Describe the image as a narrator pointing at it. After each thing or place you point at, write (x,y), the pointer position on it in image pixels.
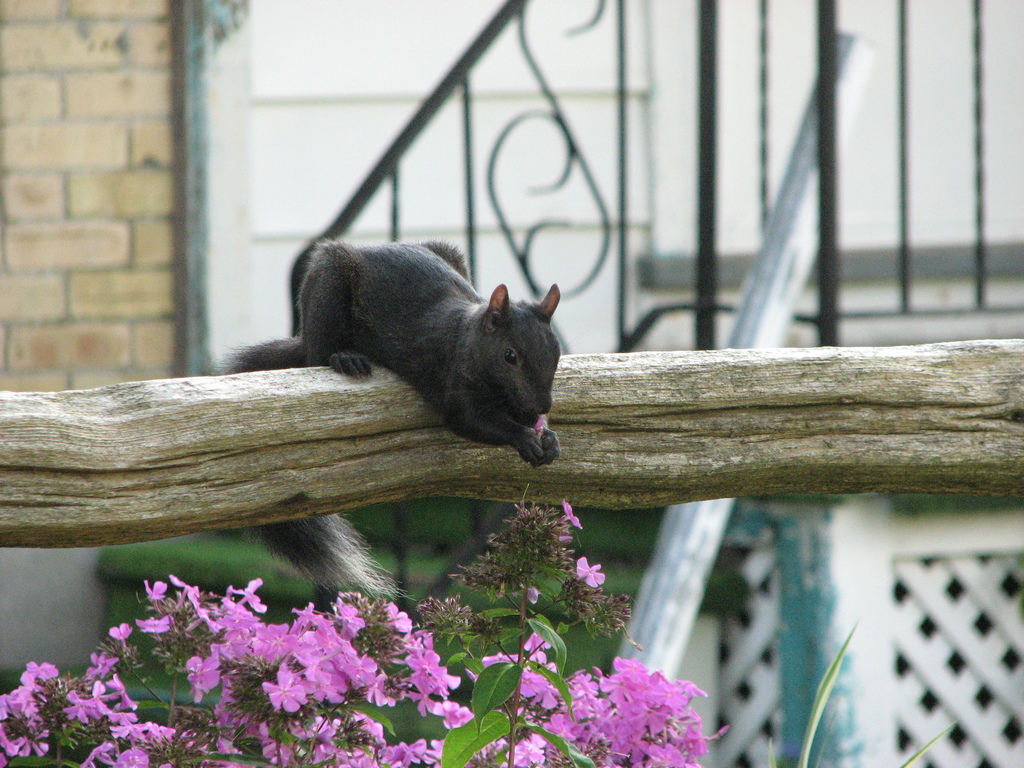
In this picture we can see a plant (548,719) and some flowers (540,678) at the bottom (490,695), there is a tree bark (510,457) and a black squirrel (447,352) in the middle (412,323), in the background (371,209) there is a wall (356,120) and railing (369,194).
